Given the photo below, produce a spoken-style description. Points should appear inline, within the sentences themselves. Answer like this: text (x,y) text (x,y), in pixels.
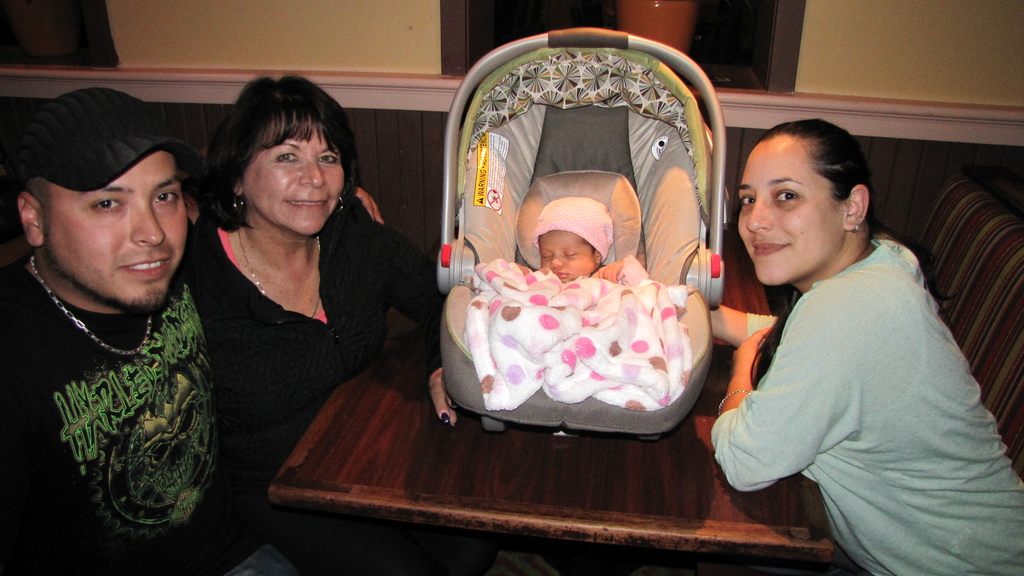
In this picture I can observe three people (926,472). All of them are smiling. In the middle of the picture (582,215) there is a baby (548,266) in the stroller (585,72). In the background (906,52) I can observe wall (868,63).
